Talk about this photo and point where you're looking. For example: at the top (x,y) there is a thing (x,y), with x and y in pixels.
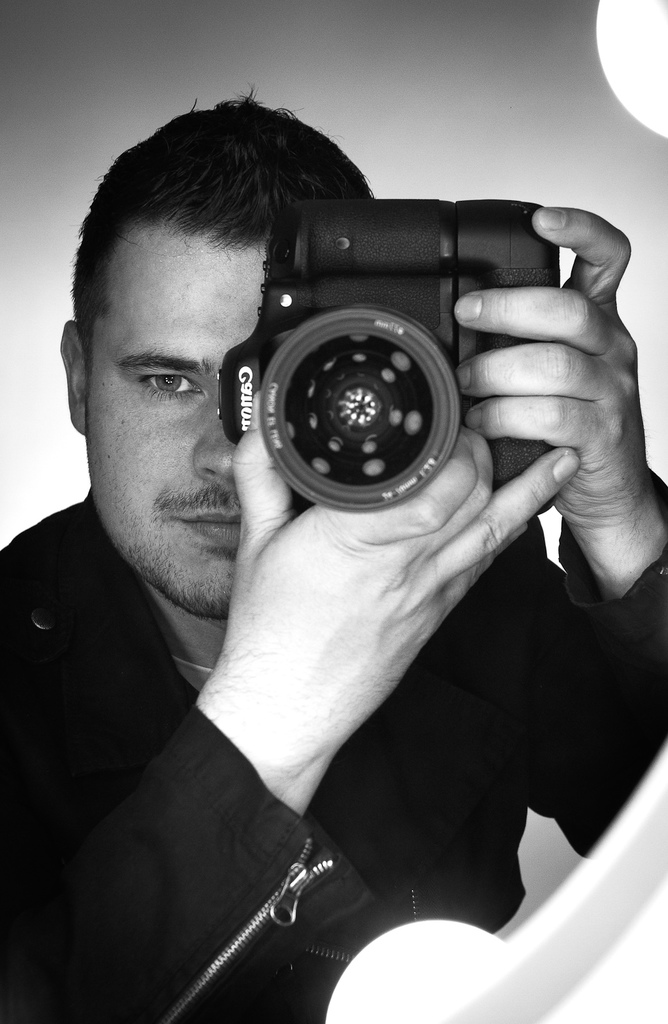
In this image there is a person (237,778) wearing black color jacket (250,837) holding a camera (389,379) in his hands (324,560).
